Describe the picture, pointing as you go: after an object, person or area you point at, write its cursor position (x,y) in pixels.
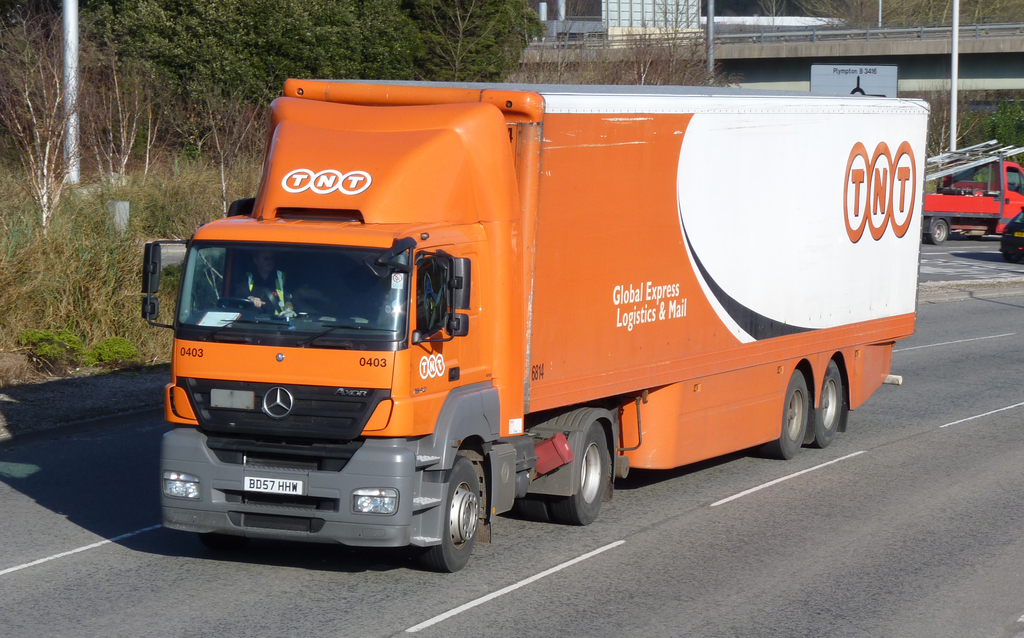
In this image, we can see vehicles (569,272) on the road (733,514) and in the background (188,100), there are trees (393,17), poles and there is a bridge (883,27) and a board (835,67).
